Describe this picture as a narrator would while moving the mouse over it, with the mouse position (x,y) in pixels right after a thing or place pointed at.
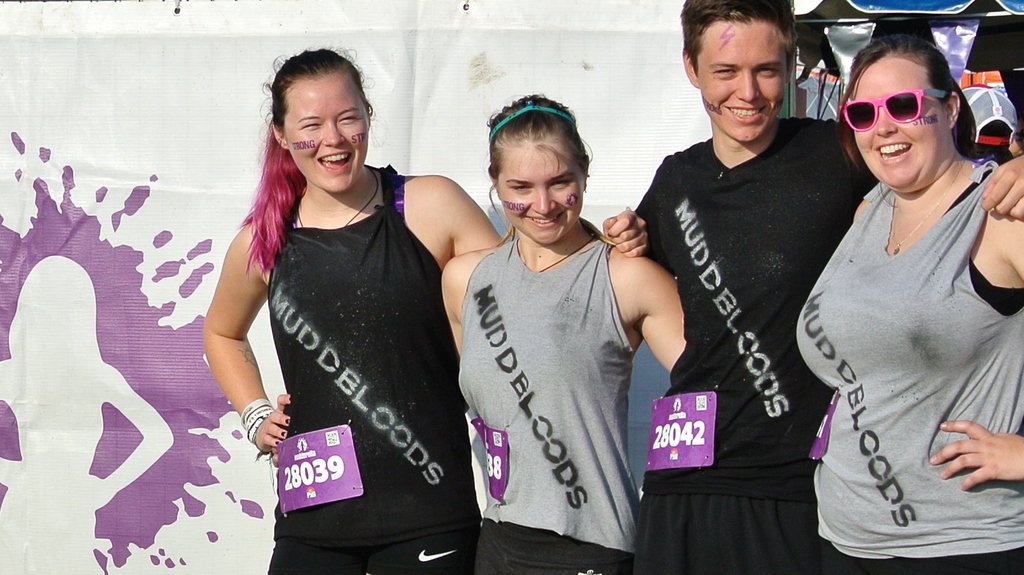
This picture seems to be clicked outside. On the right (1008,232) we can see the group of persons (723,250) wearing t-shirts (697,241), smiling and standing. In the background (163,70) we can see the banners (429,8) on which we can see the pictures (139,264) of some objects (73,376).
